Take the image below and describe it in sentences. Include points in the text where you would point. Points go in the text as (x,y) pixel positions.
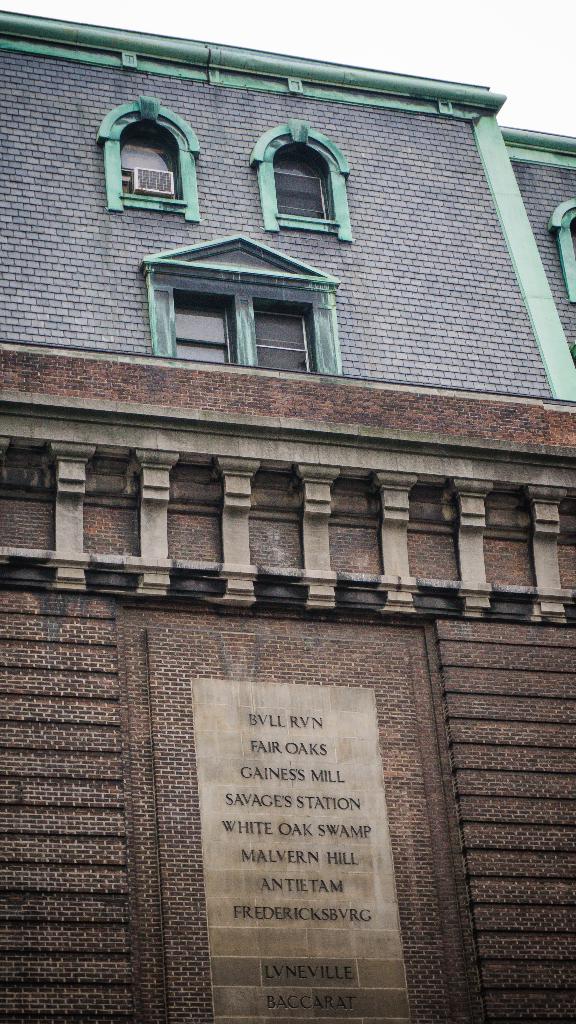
In the image there is a building (160,575) with walls (218,564), windows (263,311), air conditioner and on the wall (202,844) there are many names (295,970). And also there are designs (516,468) on the wall (496,437).
